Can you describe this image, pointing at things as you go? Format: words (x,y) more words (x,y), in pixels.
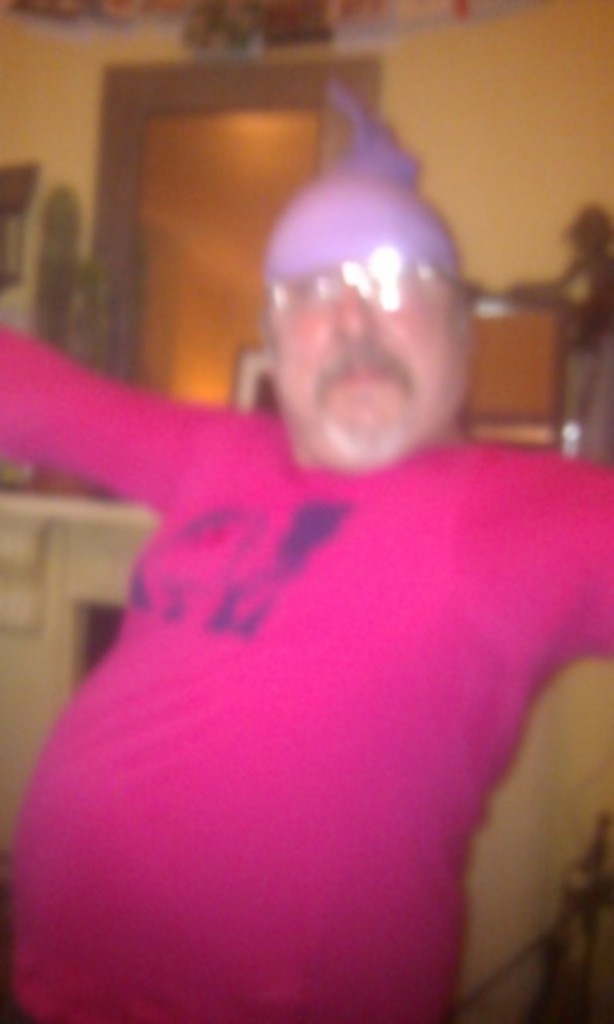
In this image I can see a person (240,837) wearing a pink t shirt (353,778). This is a blur image.
